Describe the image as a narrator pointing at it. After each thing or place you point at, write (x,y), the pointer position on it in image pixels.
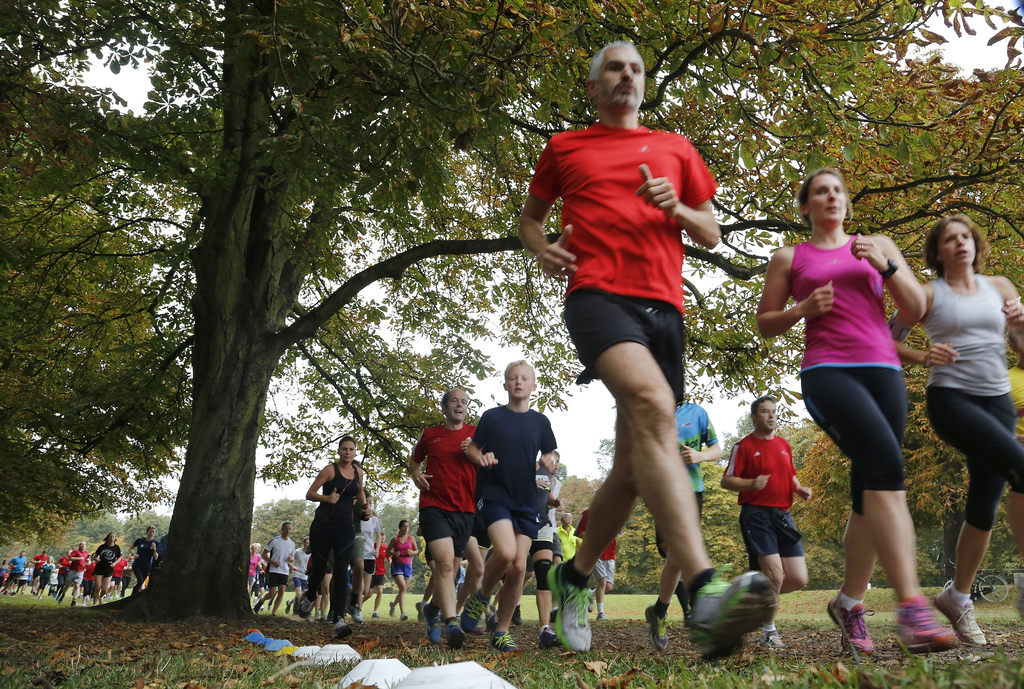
Here a man (650,295) is running, he wore a red color t-shirt (646,242), in the right side (820,175) 2 girls (876,419) are running. In the left side (264,321) it's a tree (264,321).
